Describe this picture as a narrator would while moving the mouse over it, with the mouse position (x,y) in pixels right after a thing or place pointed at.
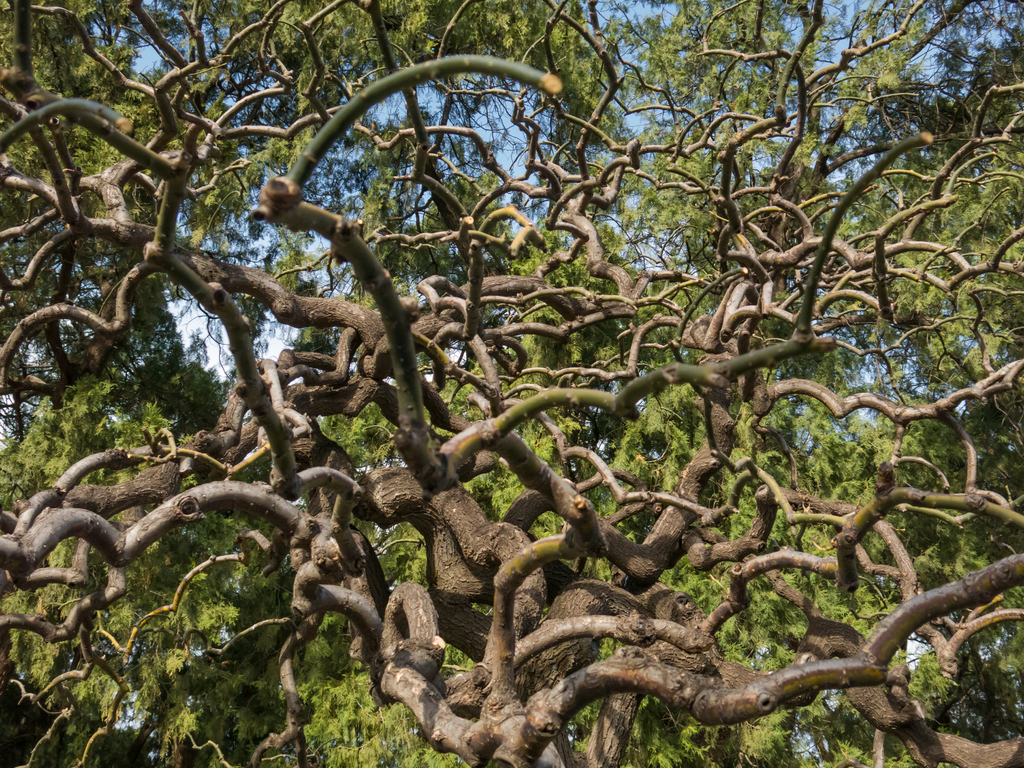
Here in this picture we can see branches (295,449) of trees (443,445) present all over there.
